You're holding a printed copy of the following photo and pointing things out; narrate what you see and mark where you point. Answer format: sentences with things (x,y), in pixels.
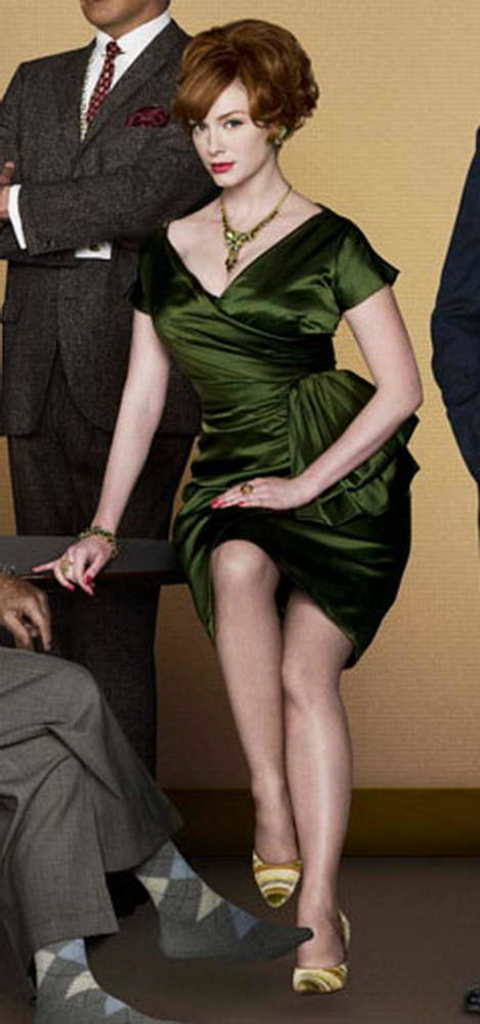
In the center of the image (228,610) we can see one person (212,295) is standing and one person (247,404) is sitting on some object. And we can see they are in different costumes (230,408). On the left side of the image (58,680), we can see one human hand (5,588) and legs (99,736). On the right side of the image (472,240), we can see a cloth (453,414). In the background (459,156) there is a wall (374,179).
